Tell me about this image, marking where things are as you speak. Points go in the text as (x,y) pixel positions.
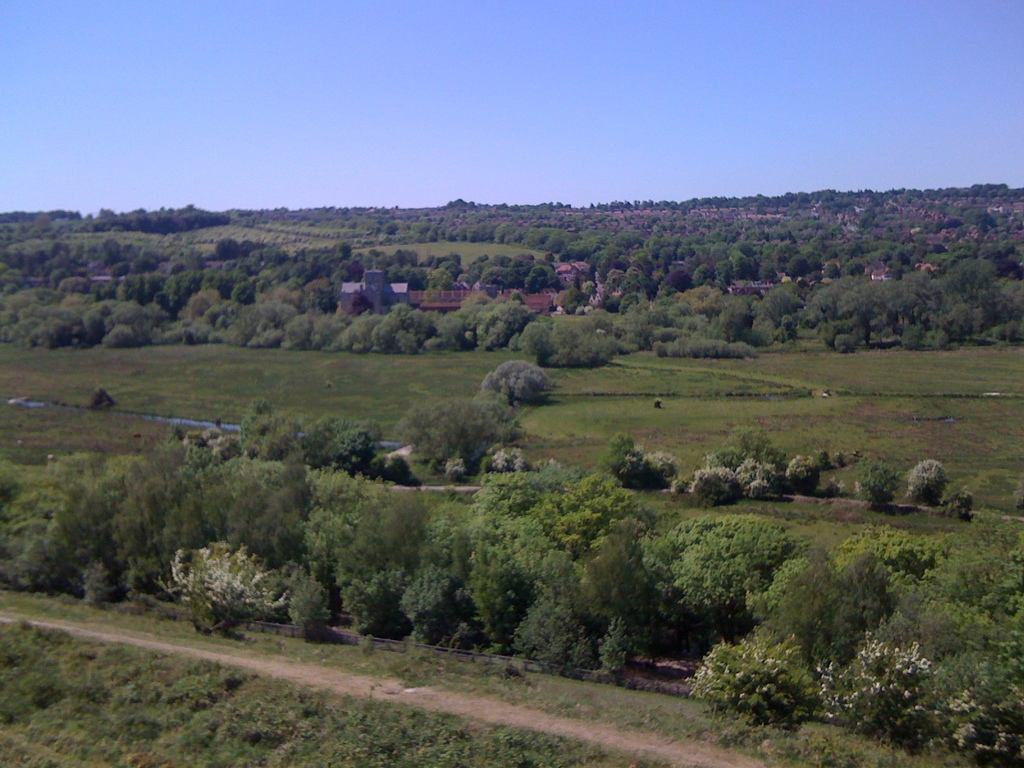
This is an outside view. In this image, I can see many trees (489,320) and plants (275,719) on the ground (214,738). At the bottom (458,712) there is a path (248,662). In the middle of the image (439,297) there is a building (423,295). At the top of the image (561,101) I can see the sky (411,101) in blue color.
